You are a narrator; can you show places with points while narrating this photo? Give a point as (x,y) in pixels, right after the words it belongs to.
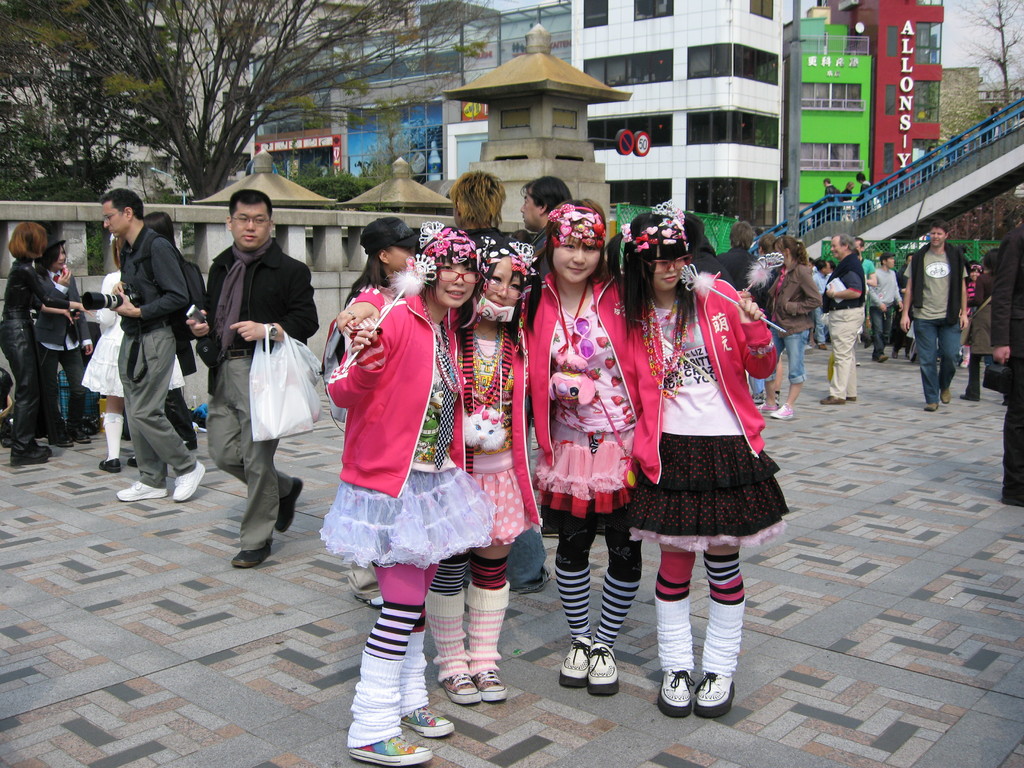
In this picture we can see the small girl (373,465) standing in the front (495,588) wearing a pink color jacket (407,428) and posing to the camera. Behind there are some people (287,266) walking and standing. Behind we can see the boundary wall (302,230) and some green (204,147). In the background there is a white building (458,131).
